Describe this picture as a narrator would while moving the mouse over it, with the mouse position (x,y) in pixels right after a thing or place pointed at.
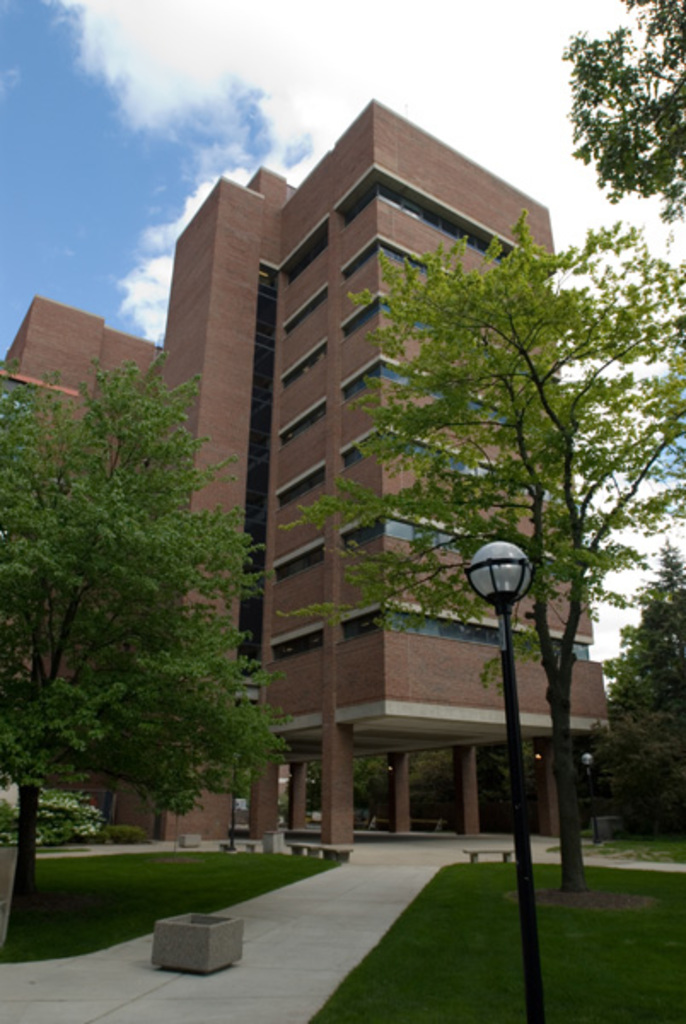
In this picture I can see grass (110,919), square cement pots (225,944), there are benches (256,840), lights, poles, there is a building (20,339), there are trees (665,792), and in the background (211,73) there is sky (322,56).
